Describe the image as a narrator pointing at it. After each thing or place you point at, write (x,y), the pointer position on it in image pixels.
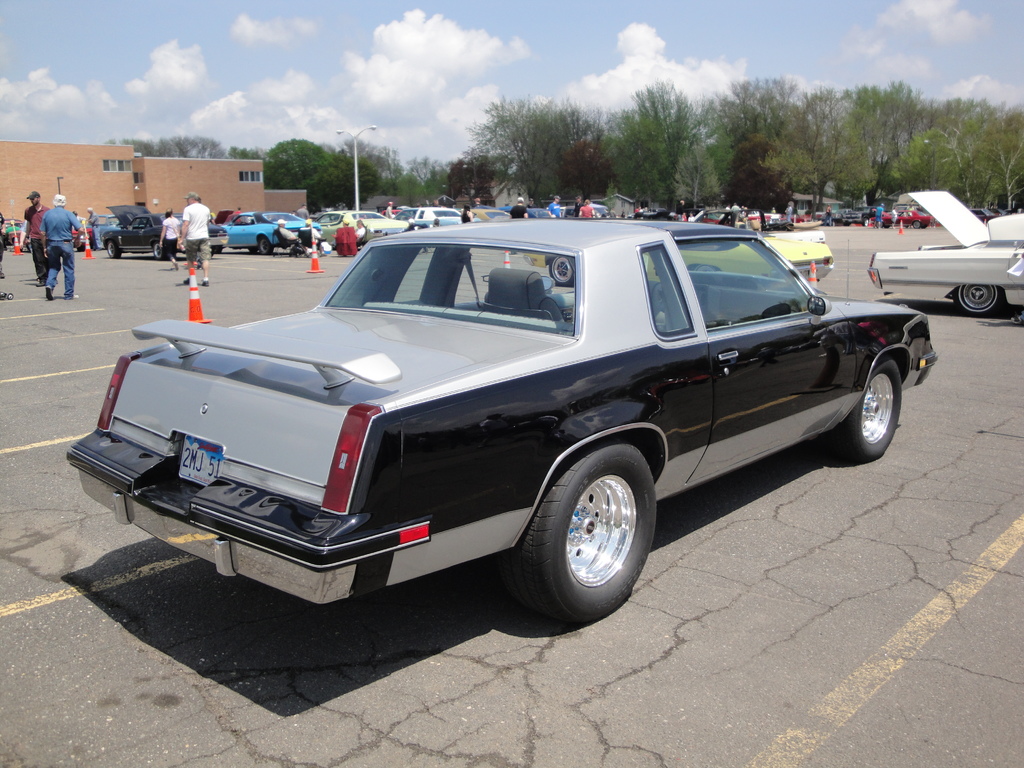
In this image there are a few cars (379,235) are parked and few people (196,232) are standing and walking on the road (275,278), there are a few traffic cones (192,280). In the background (991,183) there are buildings (77,186), trees (533,144) and the sky (443,55).
